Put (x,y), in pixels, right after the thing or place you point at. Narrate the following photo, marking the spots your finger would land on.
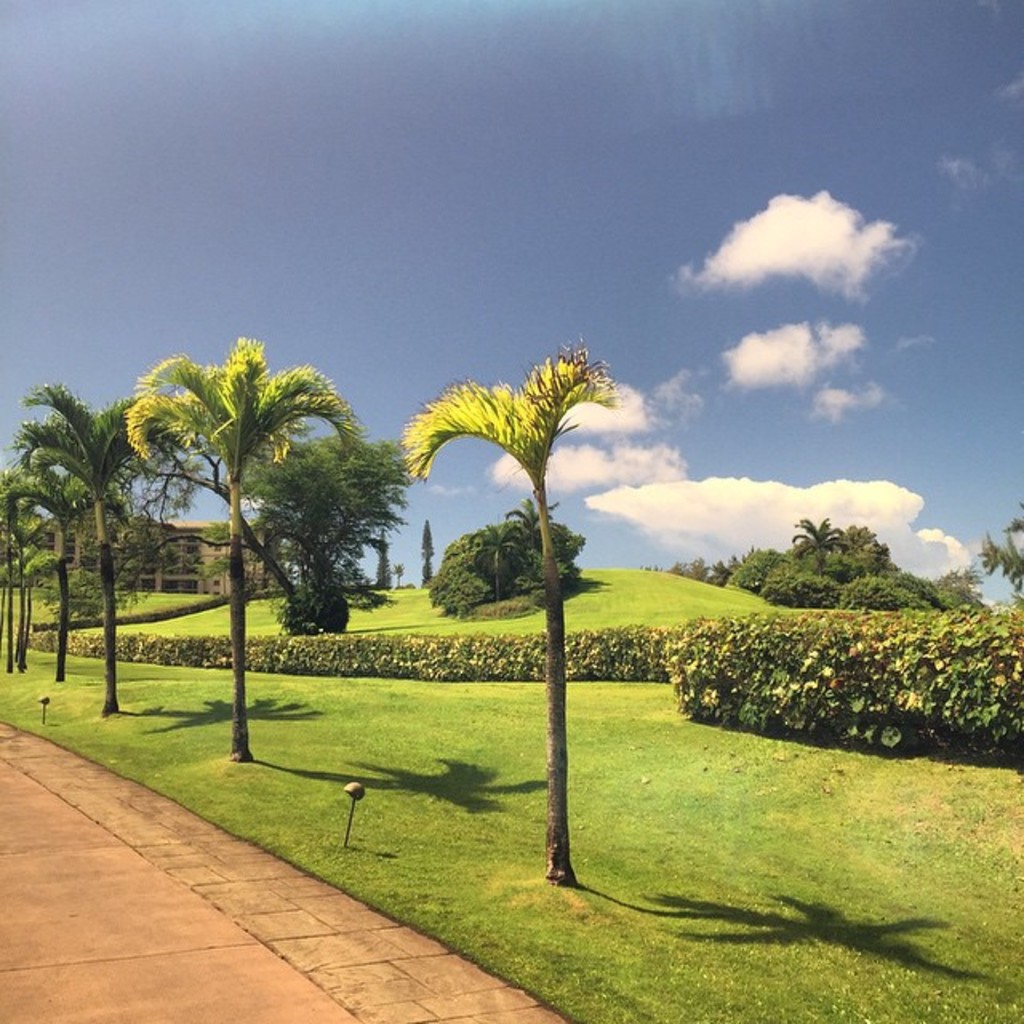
This image consists of trees (318,582) and plants (894,709). At the bottom (795,957), there is green grass (680,910). To the left (116,859), there is a road (125,873). At the top (670,209), there are clouds (714,285) in the sky (586,252).
